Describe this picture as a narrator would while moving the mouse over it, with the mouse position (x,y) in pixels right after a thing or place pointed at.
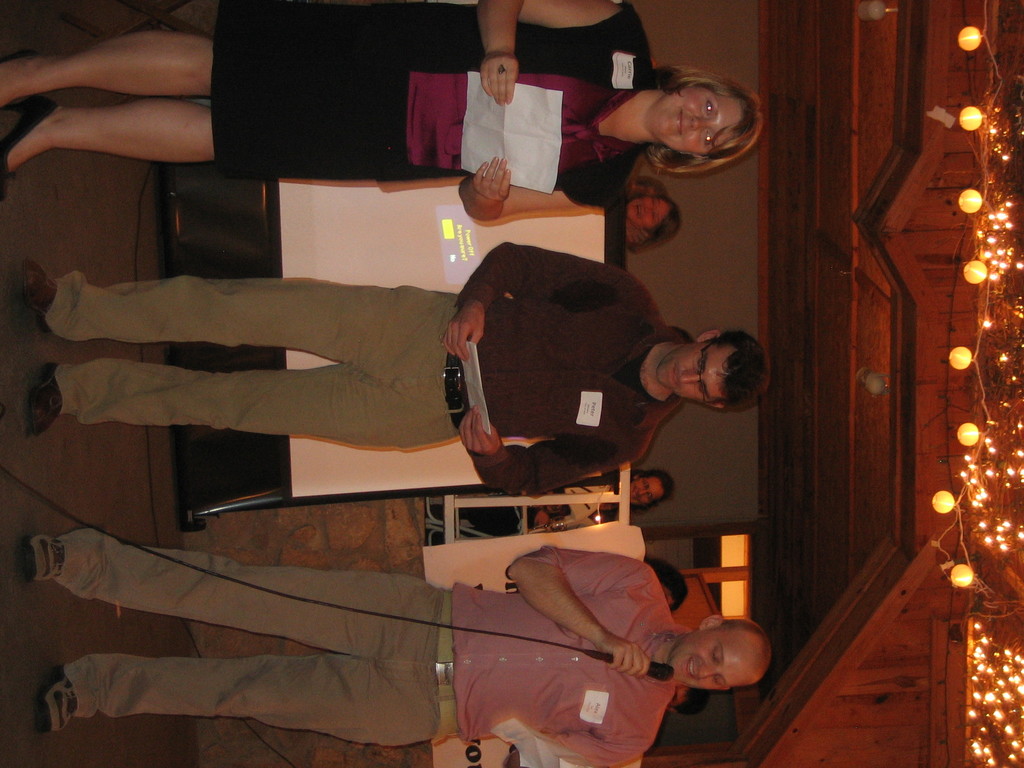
In this image we can see three persons (399,299) are standing on a floor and among them a man (546,615) is holding mic (590,654) in his hand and other two persons (534,342) are holding papers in their hands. In the background (722,583) we can see few persons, boards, metal objects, wall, decorative lights (950,503) on the right side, door (691,606) and other objects (727,555).
